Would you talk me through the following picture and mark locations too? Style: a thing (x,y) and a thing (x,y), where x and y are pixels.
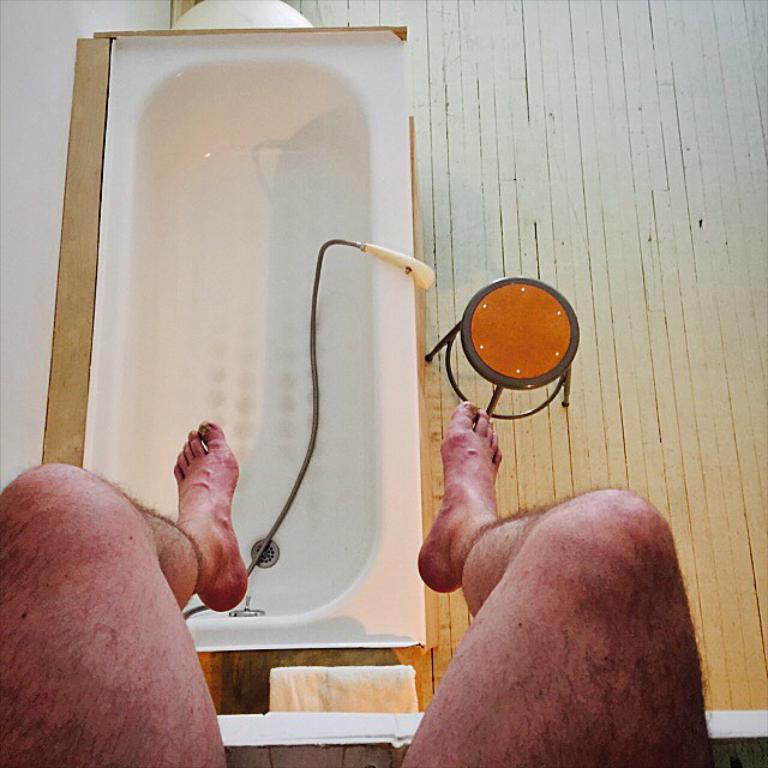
In the foreground of the picture (174,636) there are persons legs (617,760). In the picture there are bathtub (274,281), shower head (421,272), stool (530,340) and towel (349,706). On the left (56,187) it is wall (38,180) painted white.
